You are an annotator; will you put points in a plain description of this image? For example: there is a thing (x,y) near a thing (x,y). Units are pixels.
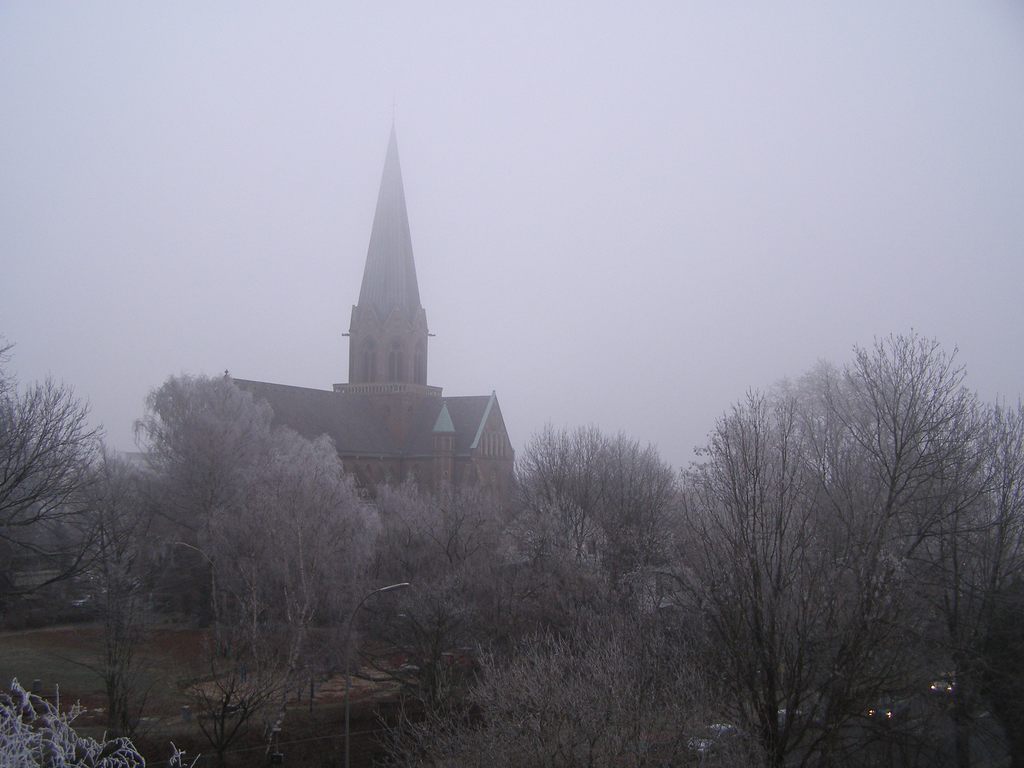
In the middle (401,425) it is a church (473,401), at the bottom (425,554) there are trees (654,633). At the top (705,102) it is the foggy sky (726,163).
